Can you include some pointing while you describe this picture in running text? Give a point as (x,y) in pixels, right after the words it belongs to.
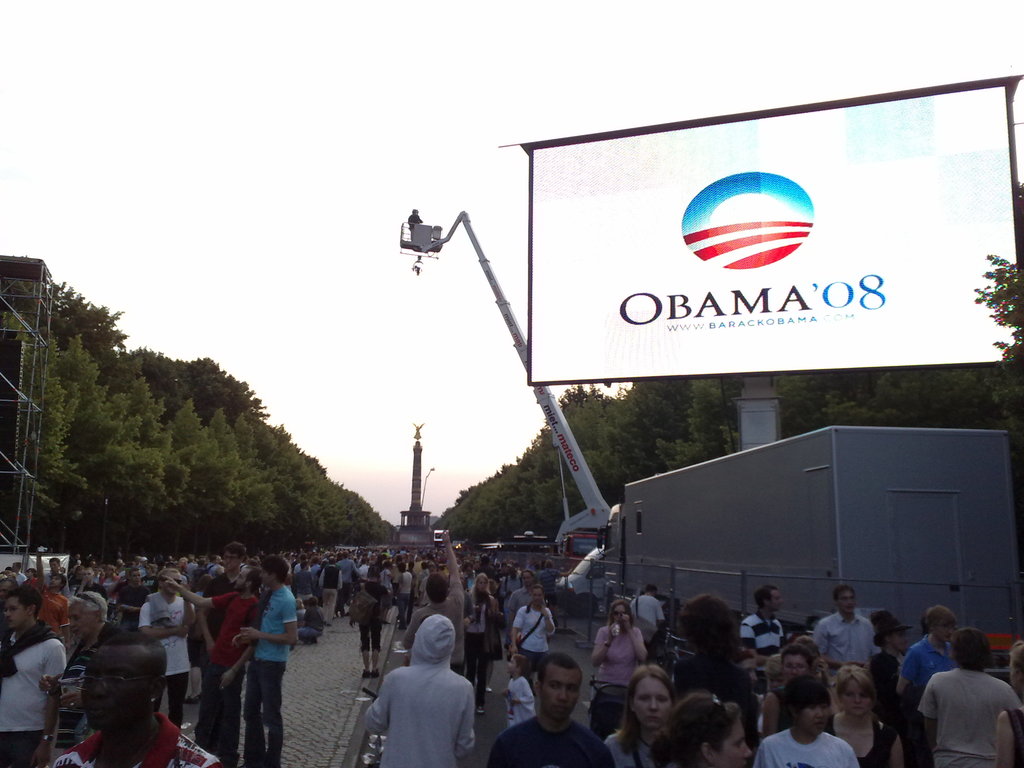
In this picture we can see a group of people (220,714) standing on the path (347,633) and behind the people (407,654) there is a pole (418,426), crane (433,233), screen (644,232) and trees (556,474). Behind the trees (125,404) there is a sky (311,351).
